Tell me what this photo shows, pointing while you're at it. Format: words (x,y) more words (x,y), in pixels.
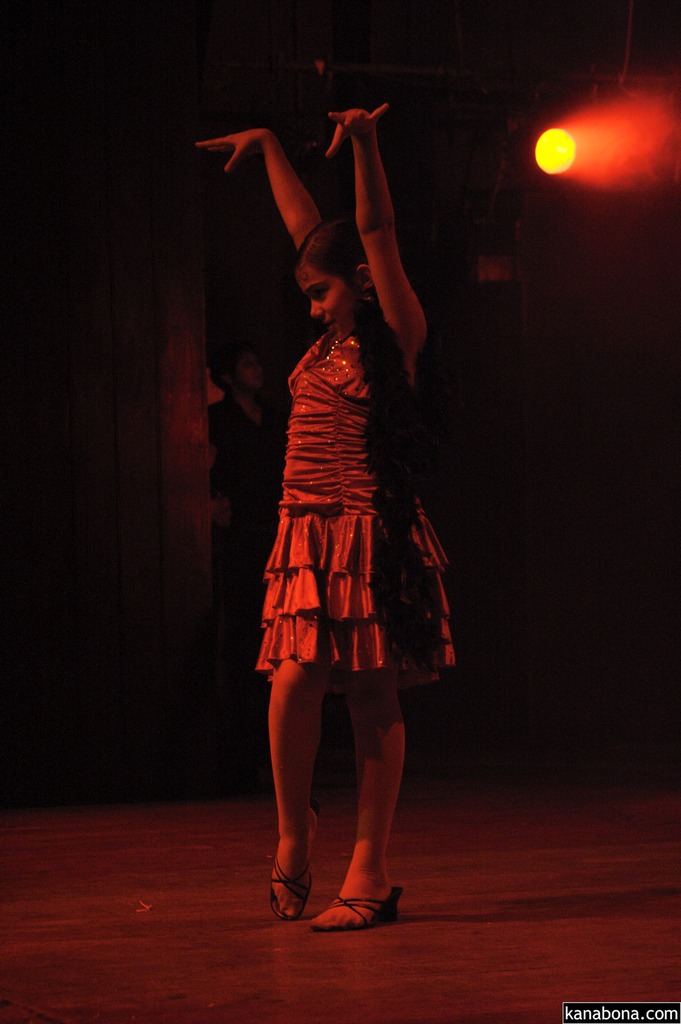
In this picture I can see a girl (364,418) standing and I can see a light (607,154) and a dark background (591,394) and text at the bottom right corner of the picture (608,1021).
